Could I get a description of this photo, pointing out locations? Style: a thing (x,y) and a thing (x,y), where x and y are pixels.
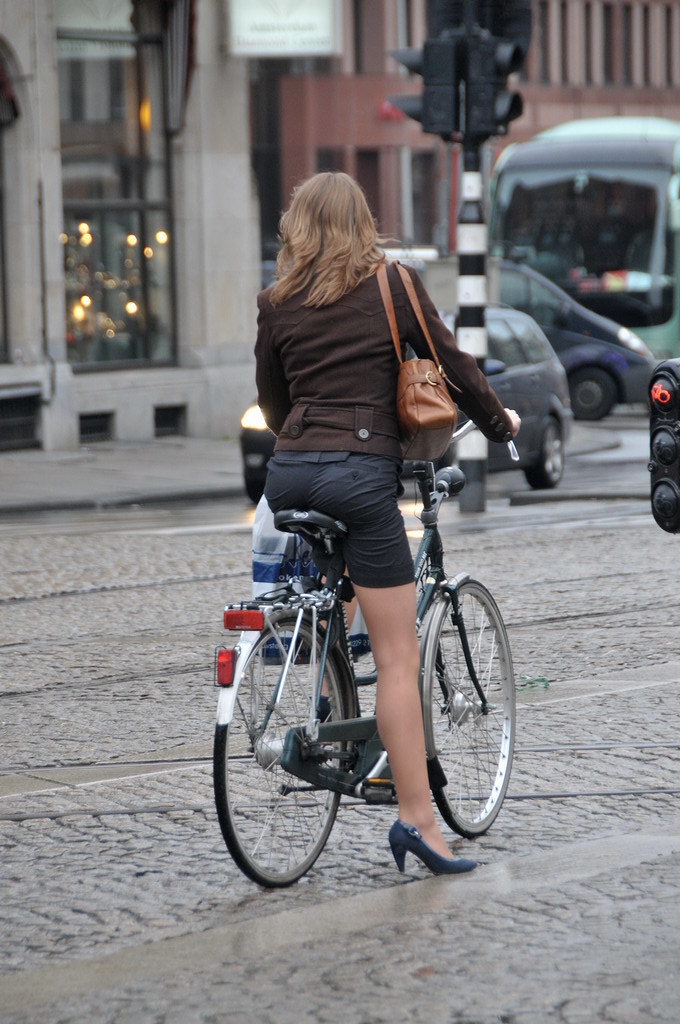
This picture describe about a woman (280,300) who is wearing a brown jacket (359,393) and small black shorts (376,514) is riding a bicycle (280,690) on the cobblestone (649,914), on the right side (678,427) we can see a signal light (405,53). Opposite we can see a bus (648,128) and vehicle (582,336) passing through and big glass shop door (124,171) and building (235,155) beside it.
